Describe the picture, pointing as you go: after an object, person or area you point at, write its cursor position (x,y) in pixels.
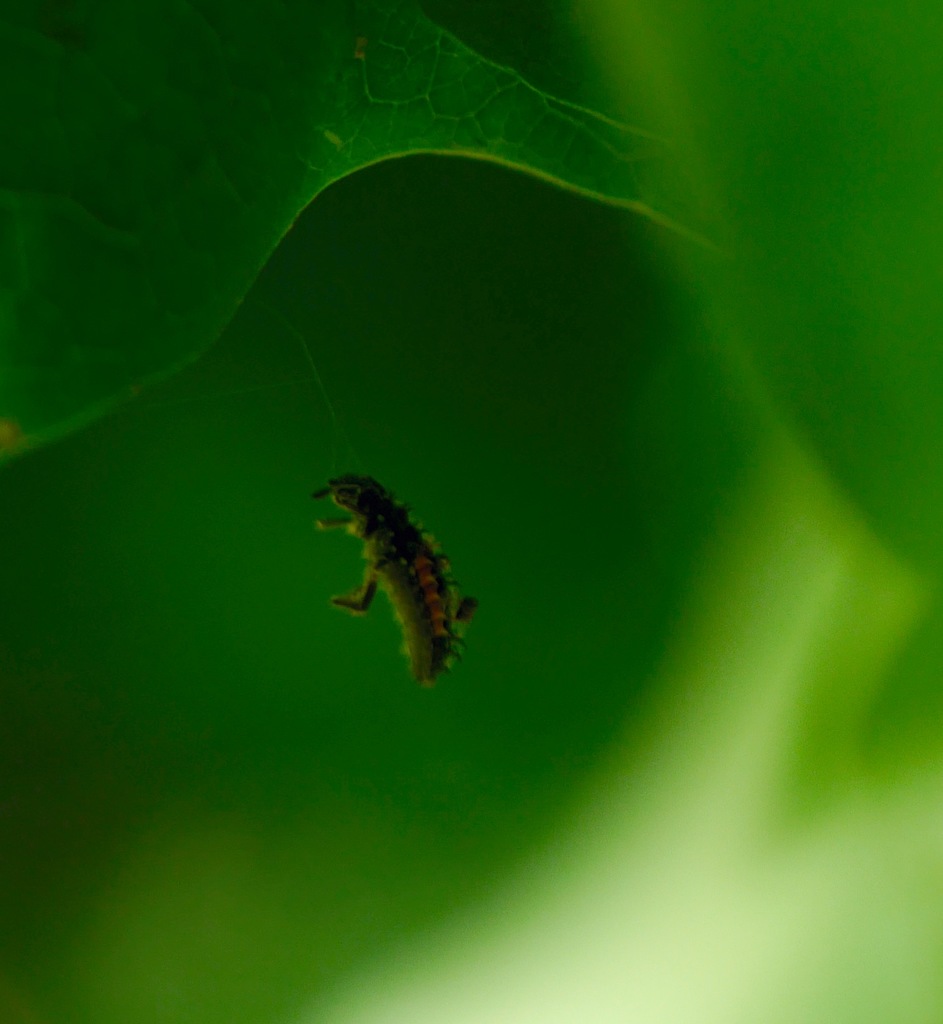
In this image we can see some pest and there are some leaves (143,256).
